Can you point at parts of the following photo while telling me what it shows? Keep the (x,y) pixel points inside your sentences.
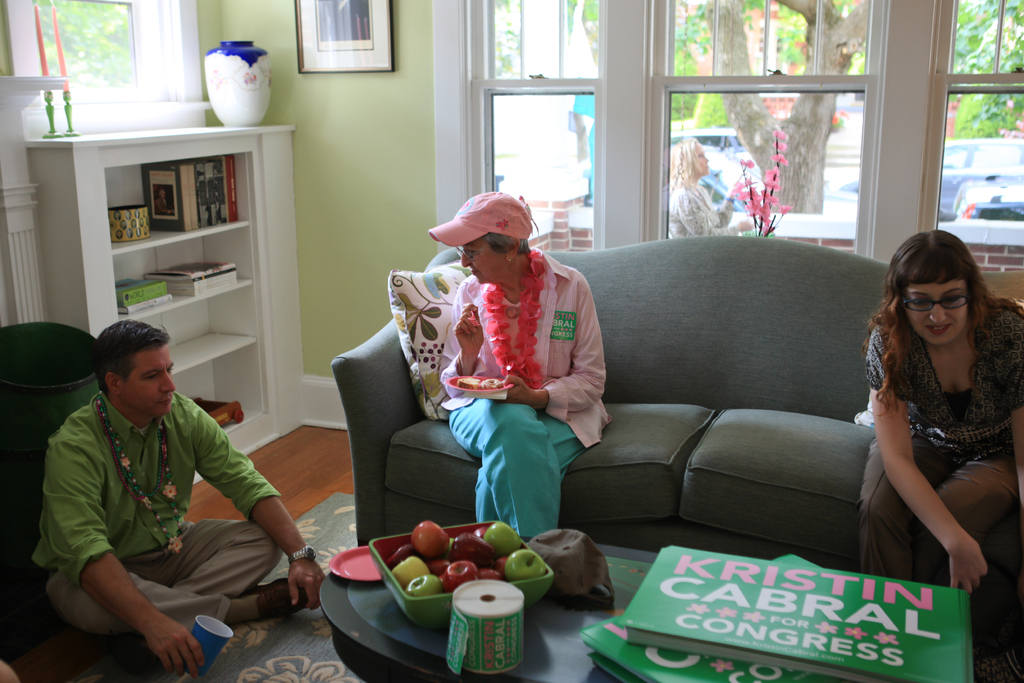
This picture is clicked inside. In the foreground (522,669) there is a table (564,657) on the top of which books (725,644), fruits (471,558) and some other items (390,584) are placed. On the left (129,491) there is a person (146,483) wearing green color shirt (70,482), holding a glass (220,634) and sitting on the ground (273,635) and we can see the two people (600,374) sitting on a couch (696,336). On the left corner (174,144) there is a cabinet (163,138) containing picture frame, books (203,187) and some other items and we can see a pot (235,87) and a candle stand (71,121) placed on the top of the cabinet (127,135). In the background (675,118) we can see the windows (1000,171) and picture frame (344,28) hanging on the wall (376,89) and through the windows (516,137) we can see a person (701,194), house plant (774,192), vehicles (719,151), trees (813,64) and some other objects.
